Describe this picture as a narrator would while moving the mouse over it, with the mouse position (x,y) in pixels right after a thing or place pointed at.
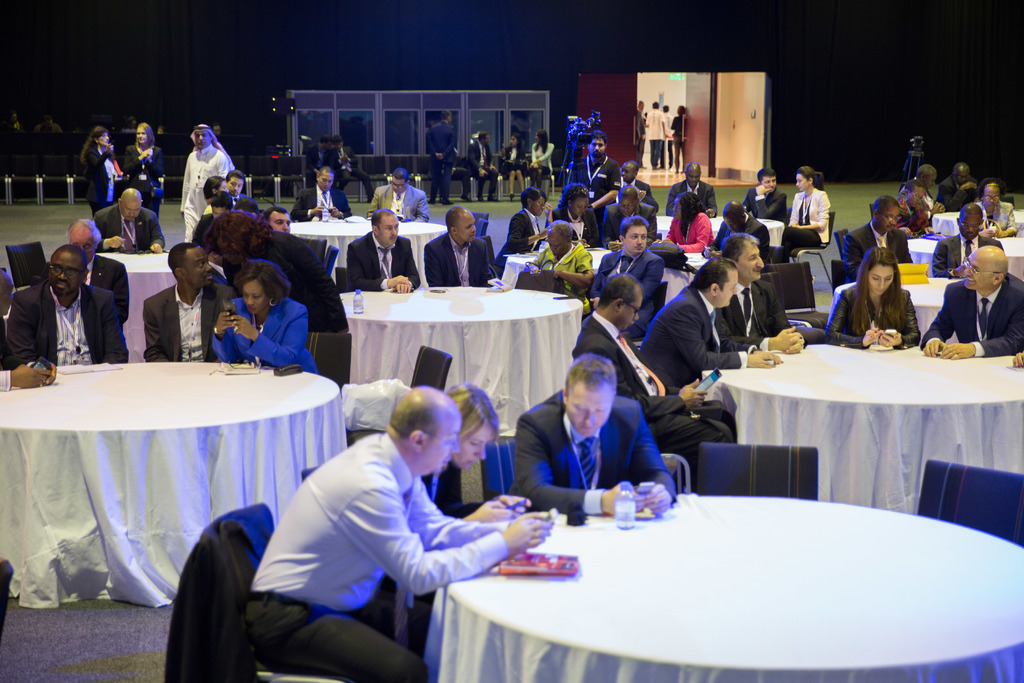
People (252,217) are sitting in groups (862,267) at tables (322,224). There are some people (476,147) behind sitting separately.
